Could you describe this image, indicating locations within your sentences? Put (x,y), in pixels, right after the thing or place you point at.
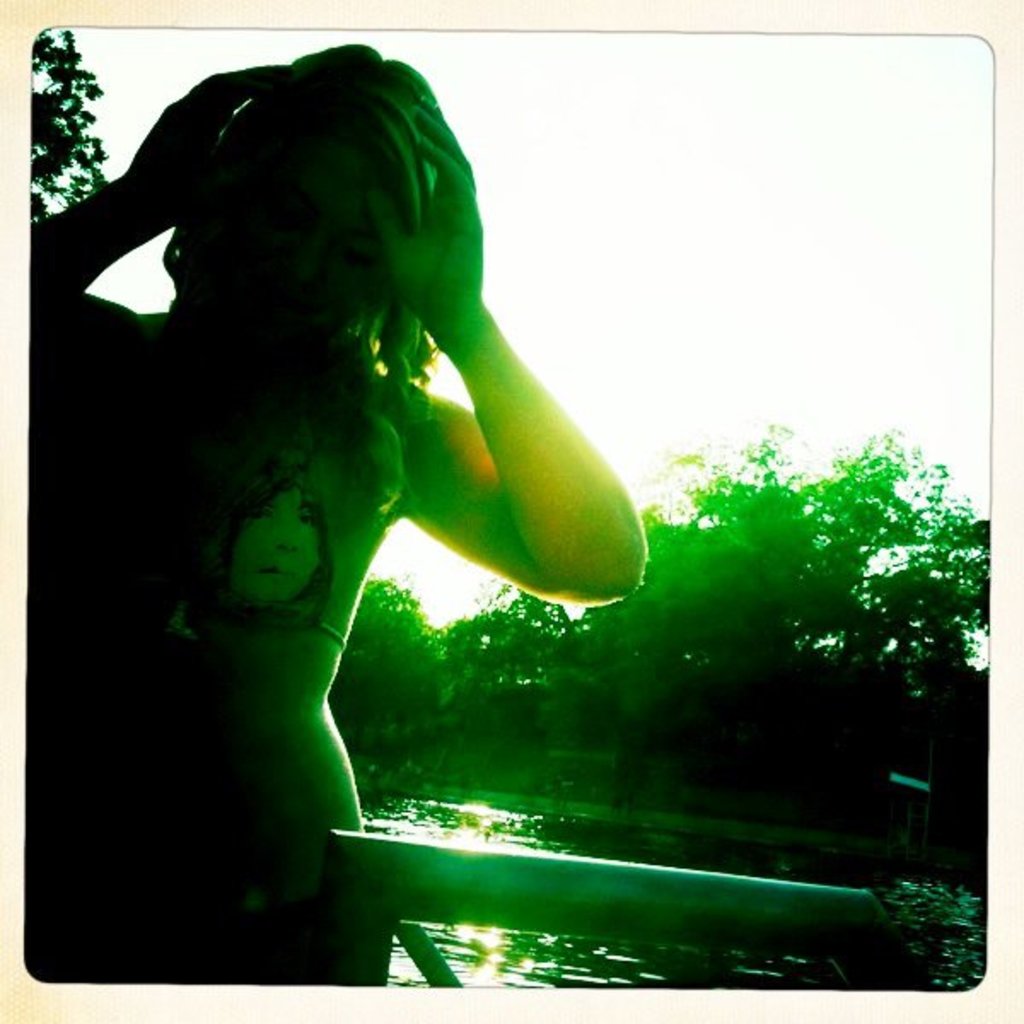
In this image we can see a girl (265,659) standing at the pond (374,813). In the background (356,698) we can see water (697,846), trees (696,670) and sky (719,306).
